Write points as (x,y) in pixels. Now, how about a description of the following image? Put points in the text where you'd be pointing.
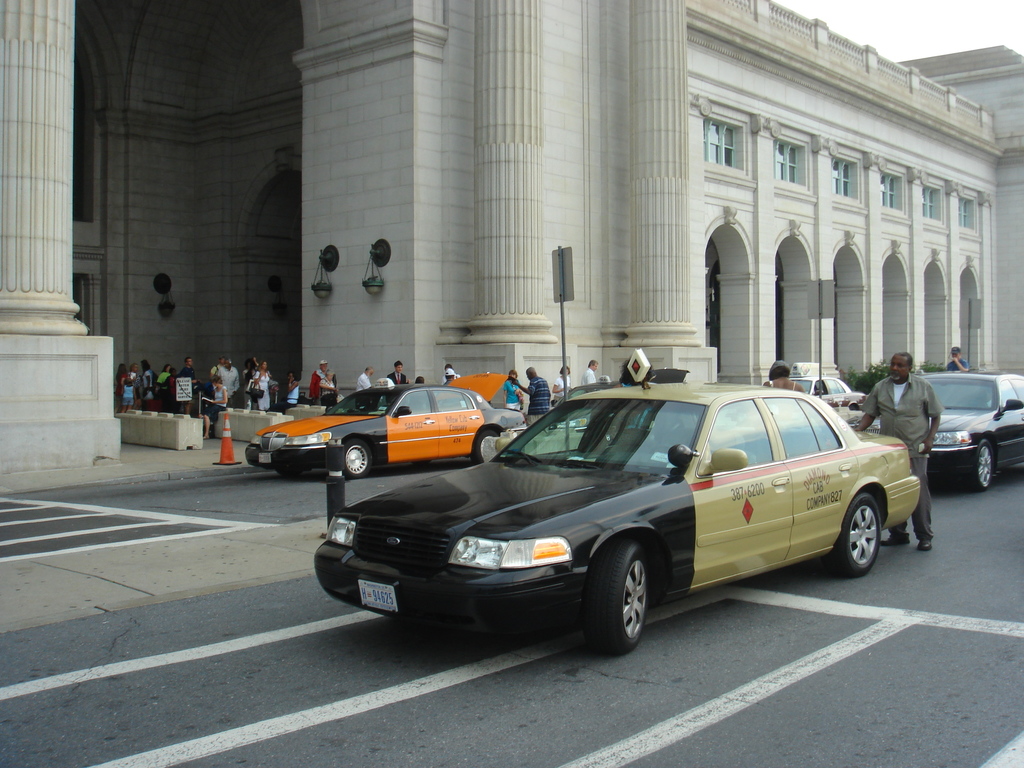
This is an outside view. Here I can see few cars (556,427) on the road (465,636). In the background (148,390) there are few people (258,387) walking on the ground (192,458). On the top of the image (546,247) I can see a building (634,227).
